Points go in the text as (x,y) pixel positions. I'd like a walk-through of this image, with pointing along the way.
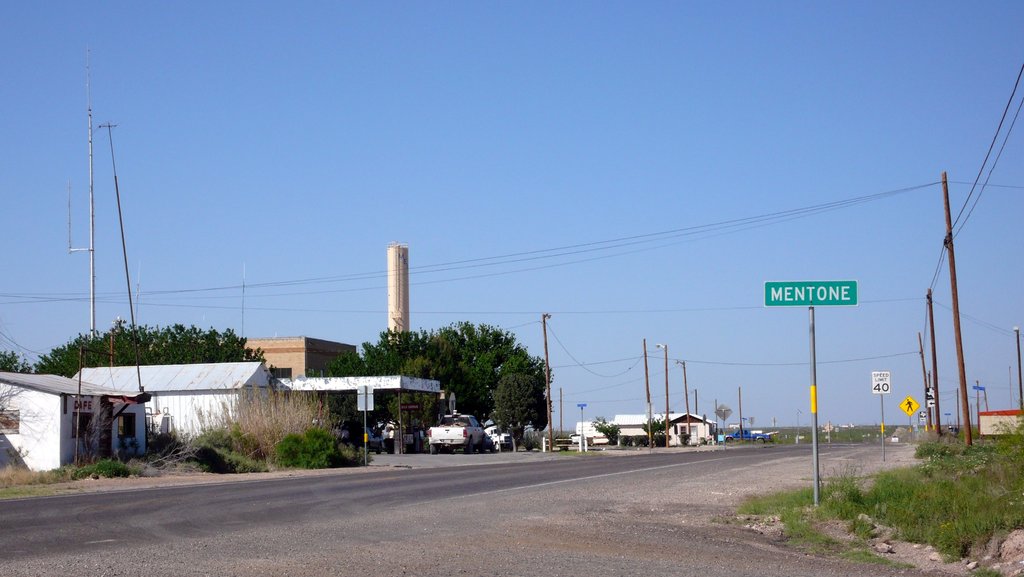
In this image there is the sky (612,351), there are poles (648,392), there are wires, there are trees (475,370), there are plants (276,444), there are vehicles (456,431), there are houses (115,396) towards the left of the image (100,404), there are boards (798,306), there is grass (947,504) towards the right of the image (920,509), there is a road (574,481).
